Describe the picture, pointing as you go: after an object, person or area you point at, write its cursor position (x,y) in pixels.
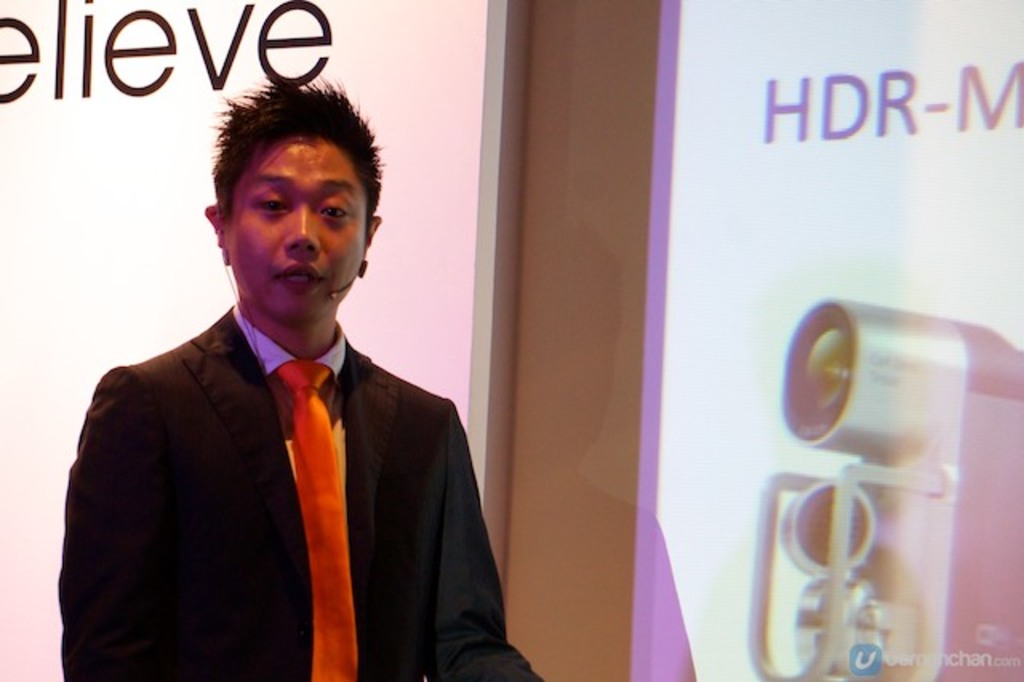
here we see a person (63,647) standing and speaking with the help of a microphone (354,279) and there is an advertising hoarding (99,7) back of him and to the right side of him.
